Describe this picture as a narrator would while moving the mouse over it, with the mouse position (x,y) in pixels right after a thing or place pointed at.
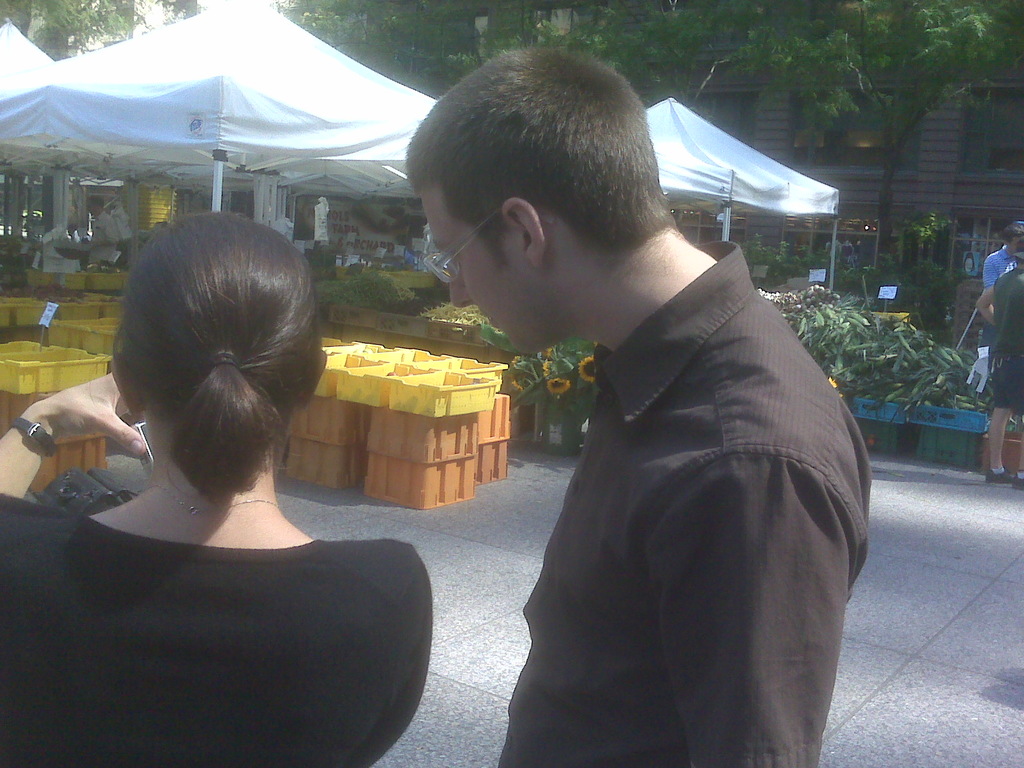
In this picture we can see two persons (341,720). There are baskets (345,374), plants (895,383), flowers (841,387), tents (215,15), boards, and few persons (991,308). In the background (621,44) there are trees (612,46) and a building (867,122).
